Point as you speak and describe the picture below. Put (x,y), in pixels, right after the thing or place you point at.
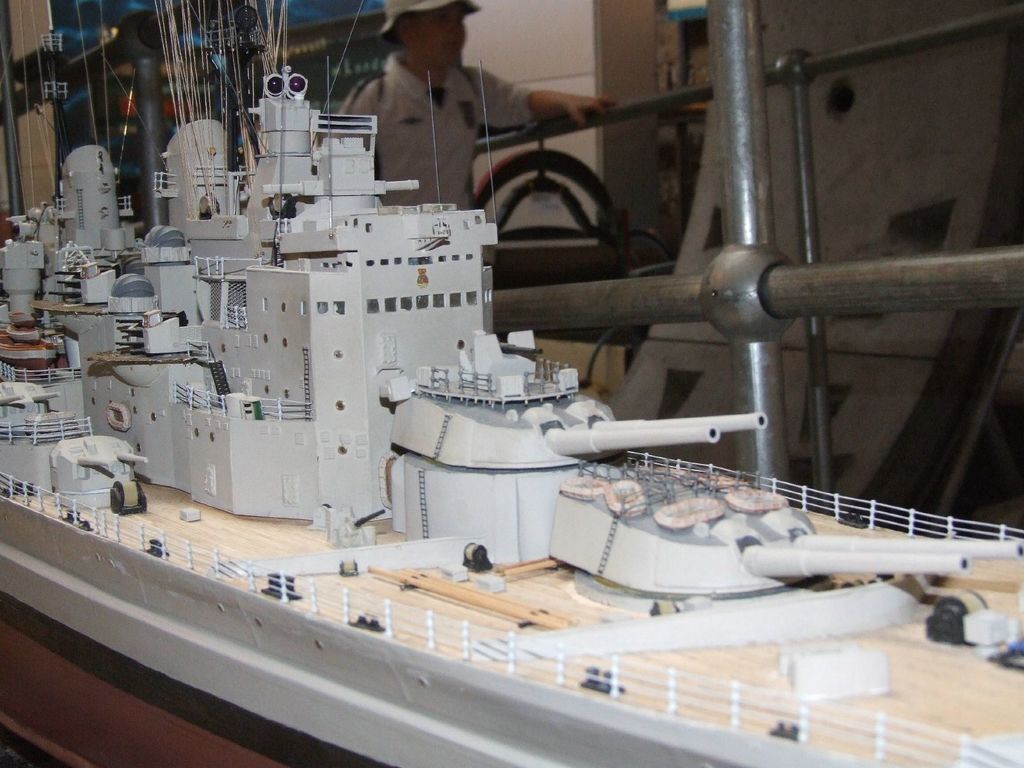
In the picture I can see a toy ship (291,493). In the background (388,151) I can see a man (383,164) is standing, pipes (744,223) and some other objects (846,198).
